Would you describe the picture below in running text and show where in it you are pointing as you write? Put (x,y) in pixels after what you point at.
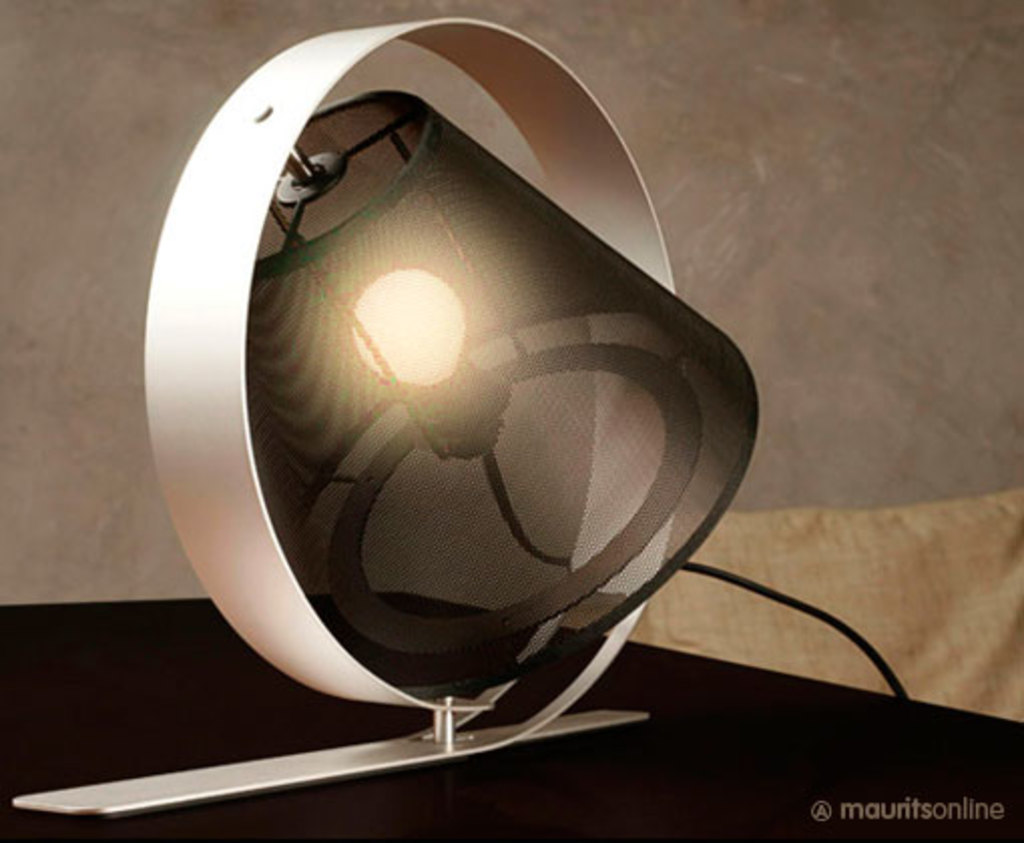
In this image we can see a light object (363,601).
